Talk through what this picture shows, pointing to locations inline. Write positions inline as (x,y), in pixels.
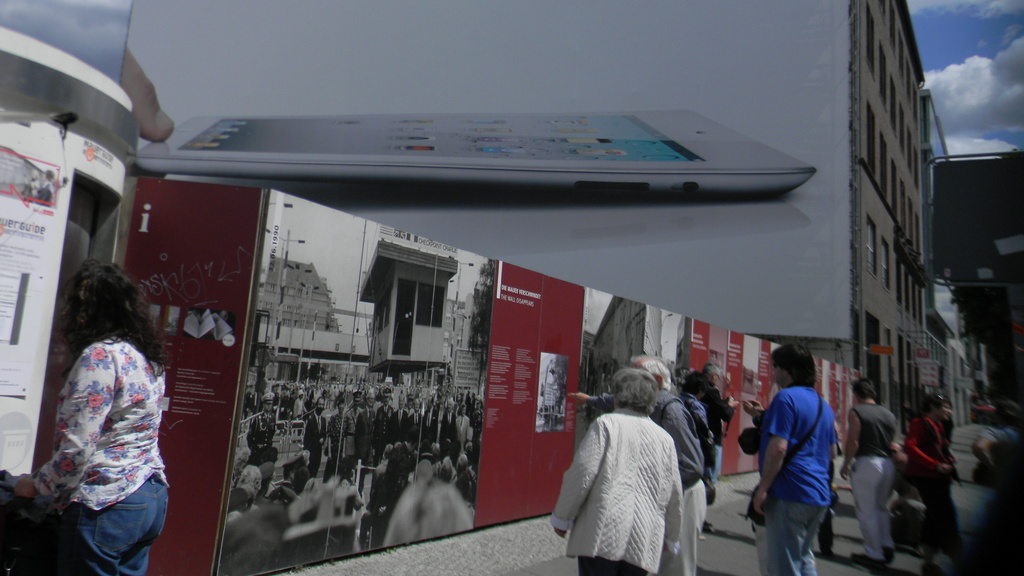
In the image there is a building (861,320) and there is a big poster (759,151) to the wall (865,28) of the building (866,121), under that there is a wall (194,224) and there are different posters (393,400) with people images (385,408) and texts (534,383). In front of those posters (475,517) there are few people (672,521).
